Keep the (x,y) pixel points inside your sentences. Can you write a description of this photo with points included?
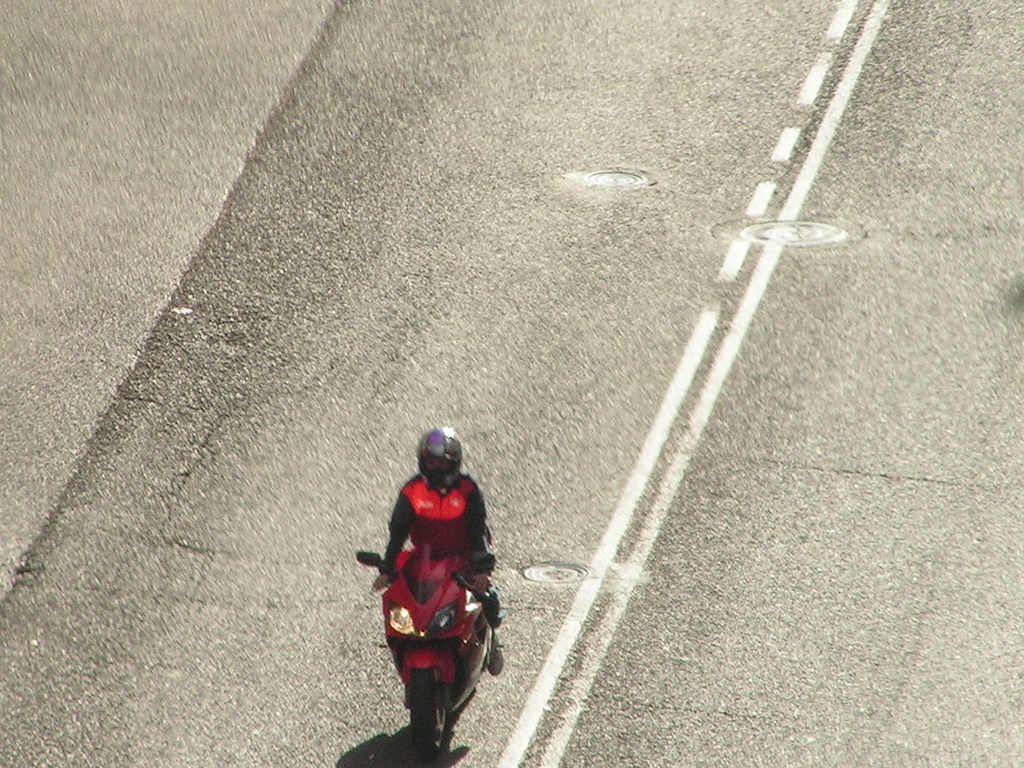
The person (446,506) wearing red jacket (434,509) is riding a red bike (440,600) on the road (506,574) and there are white lines (622,528) on the road (349,557).
